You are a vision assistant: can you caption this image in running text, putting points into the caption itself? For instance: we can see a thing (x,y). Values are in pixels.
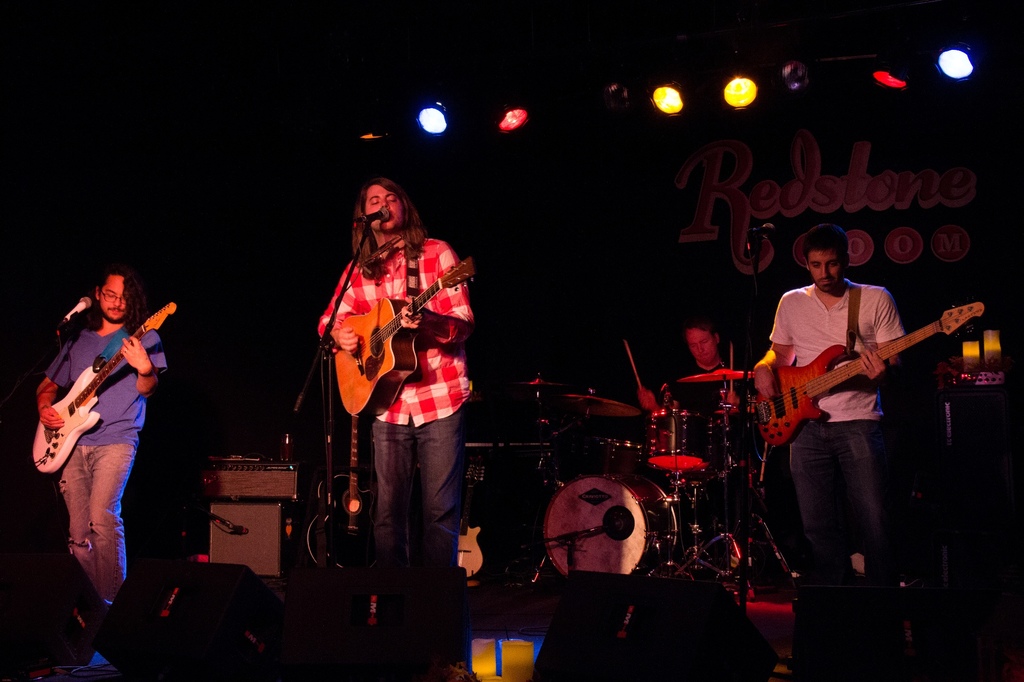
This image is taken in a concert, there are four men (95,347) in this image. In the left side of the image (69,360) a man (146,394) is standing holding a guitar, playing a music. In the middle of the image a man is singing with mic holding a guitar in his hand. In the right side of the image (872,330) a man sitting and playing drums (724,460) and another man (819,578) is holding a guitar (929,335). In the top right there are some lights (808,69).
